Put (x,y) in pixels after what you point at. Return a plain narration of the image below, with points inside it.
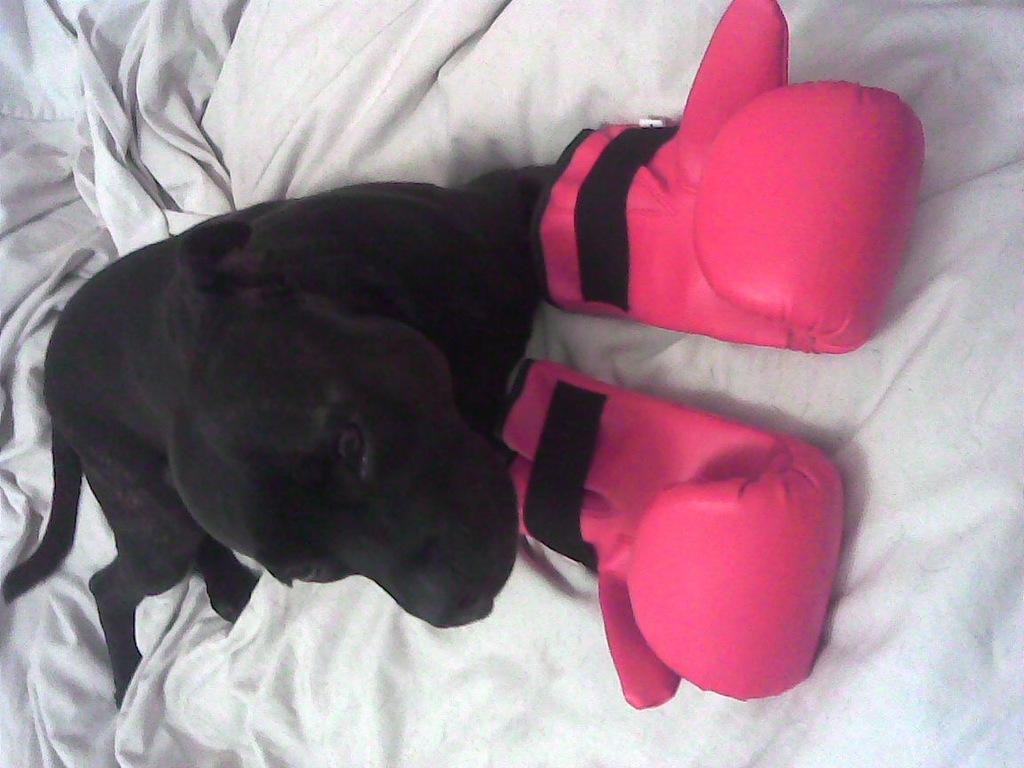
The picture consists of a bed (273,662) covered with blanket (305,155), on the bed (795,51) there is a black colored dog (313,325) wearing gloves (667,496).
